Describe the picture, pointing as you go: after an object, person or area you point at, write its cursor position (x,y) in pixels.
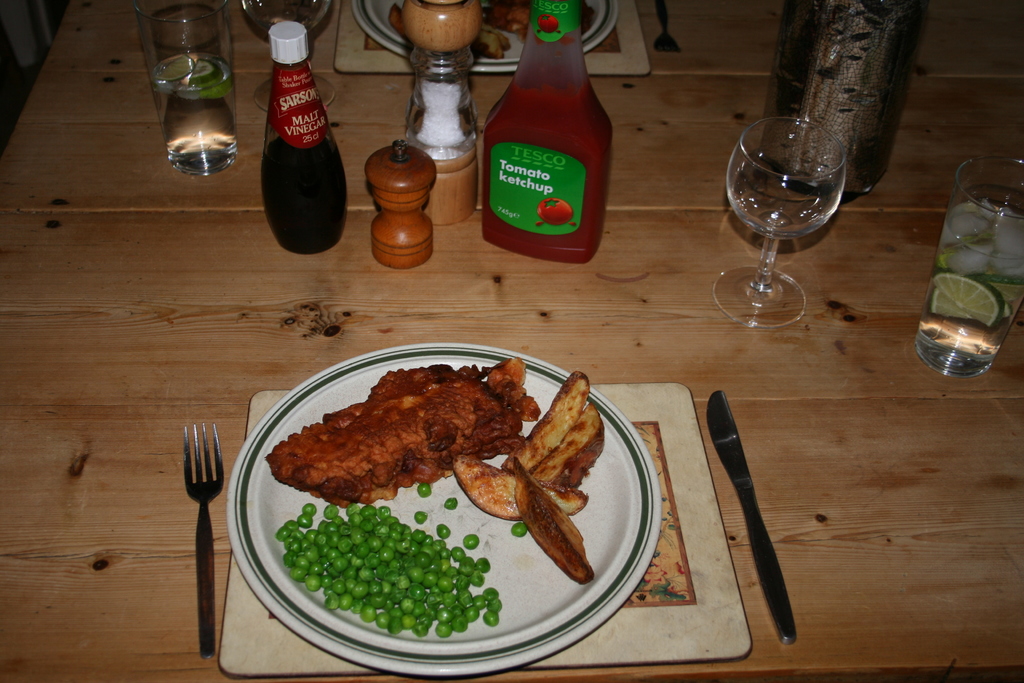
In this image I can see food (480,440) in a plate (605,443), a fork (208,574), a knife (716,430), few glasses (737,305) and few bottles (537,93).
